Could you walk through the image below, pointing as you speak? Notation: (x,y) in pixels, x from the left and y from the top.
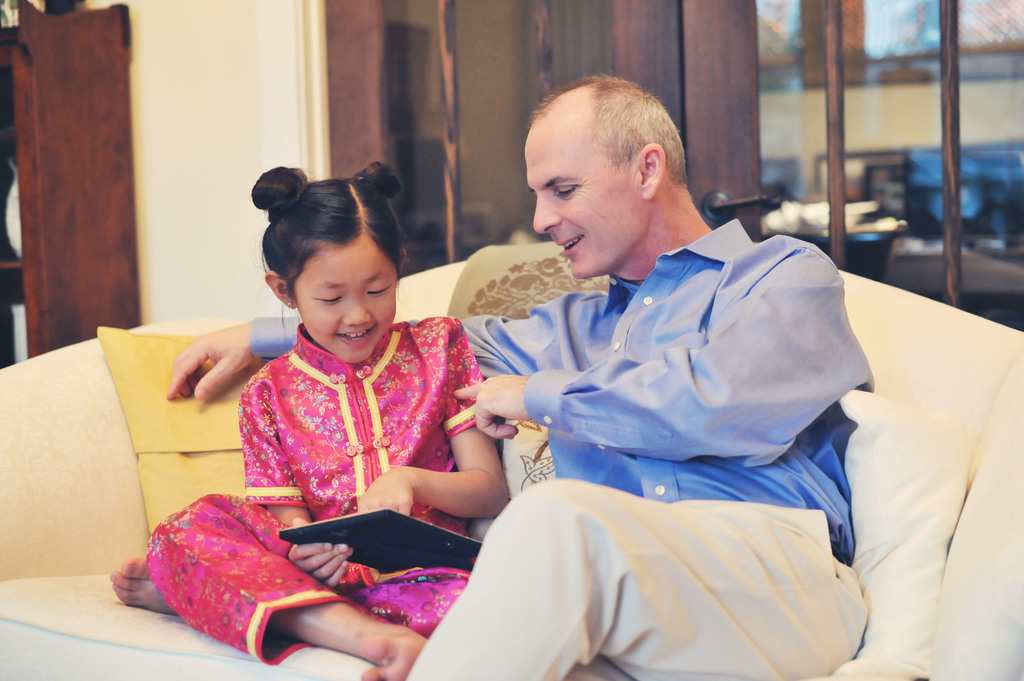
In this image there is a man (633,606) and a girl (393,617) sitting on a sofa (69,637), she is holding a tab (368,528) in her hand (374,487), in the background (257,298) there is a wall (202,198) for that wall (246,61) there is a door (719,94).
